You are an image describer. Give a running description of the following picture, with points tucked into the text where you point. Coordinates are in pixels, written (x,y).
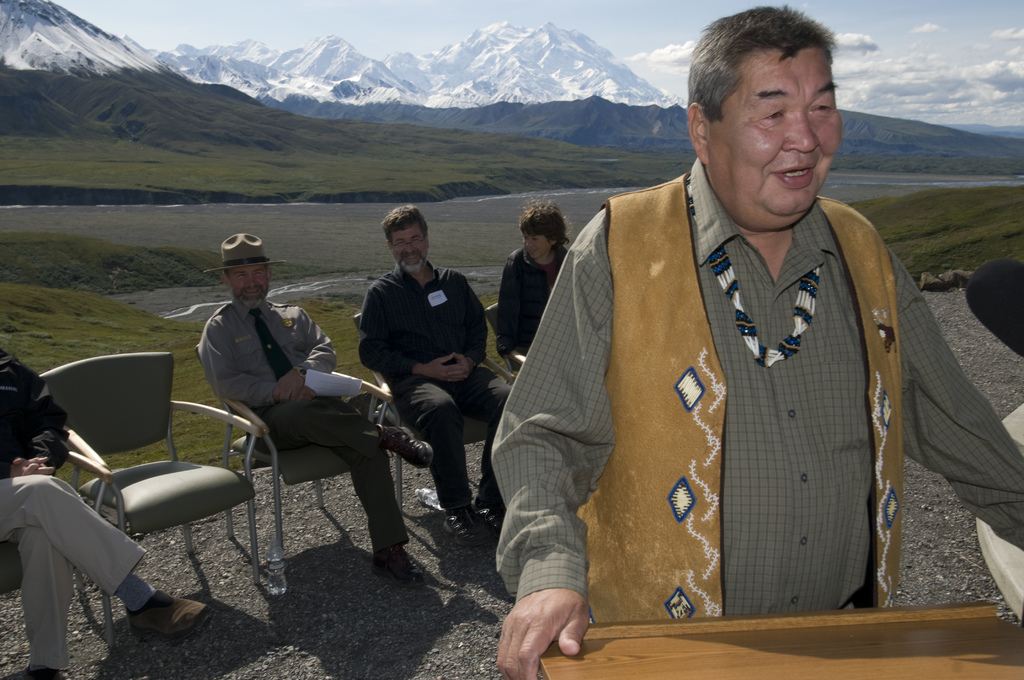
In this picture we can see a man (721,564) standing and smiling and some people (531,260) sitting on chairs (199,513) and in the background (154,64) we can see mountains (900,135), sky (356,26) with clouds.
